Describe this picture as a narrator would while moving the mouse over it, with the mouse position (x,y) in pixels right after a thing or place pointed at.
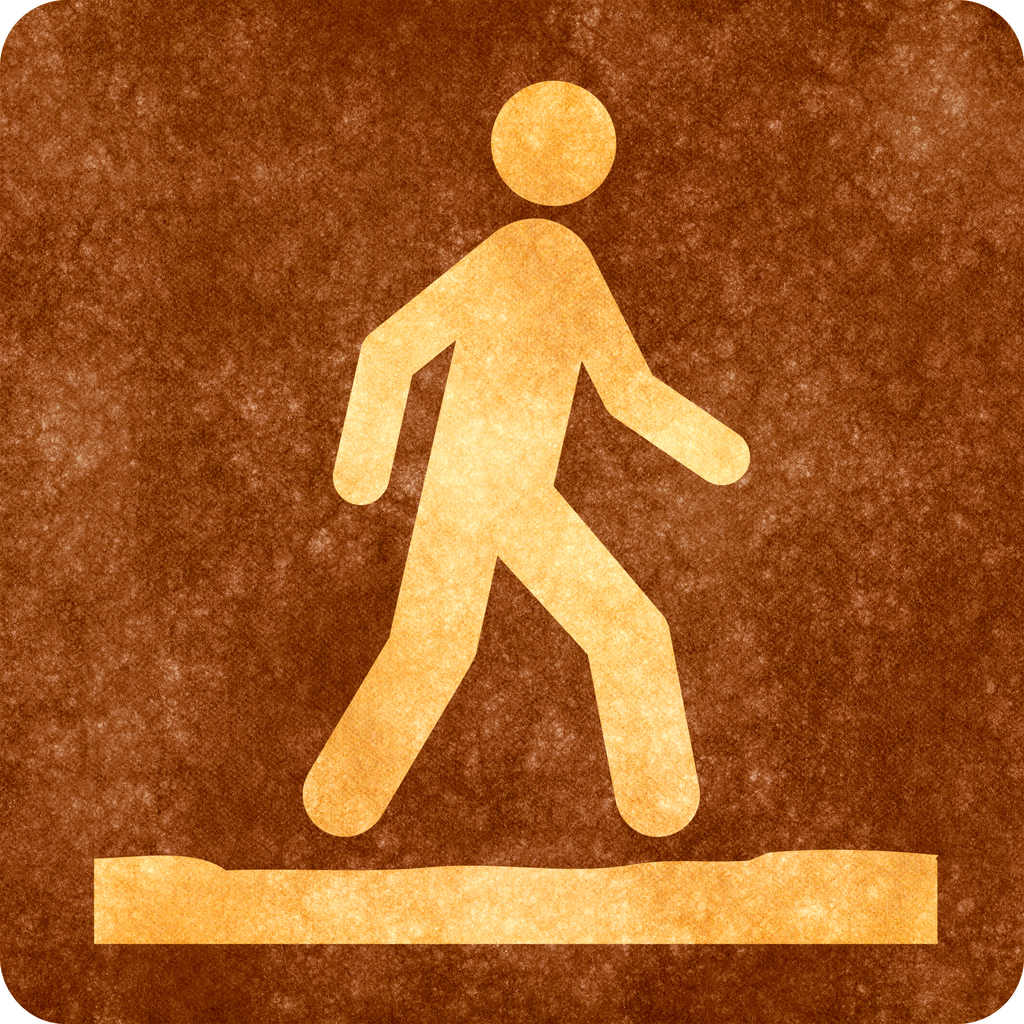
In this image there is a sign board (245,514). There is a picture (473,480) of a person (508,510) walking on the board (520,395). The meaning of the sign board (539,655) is walking.
